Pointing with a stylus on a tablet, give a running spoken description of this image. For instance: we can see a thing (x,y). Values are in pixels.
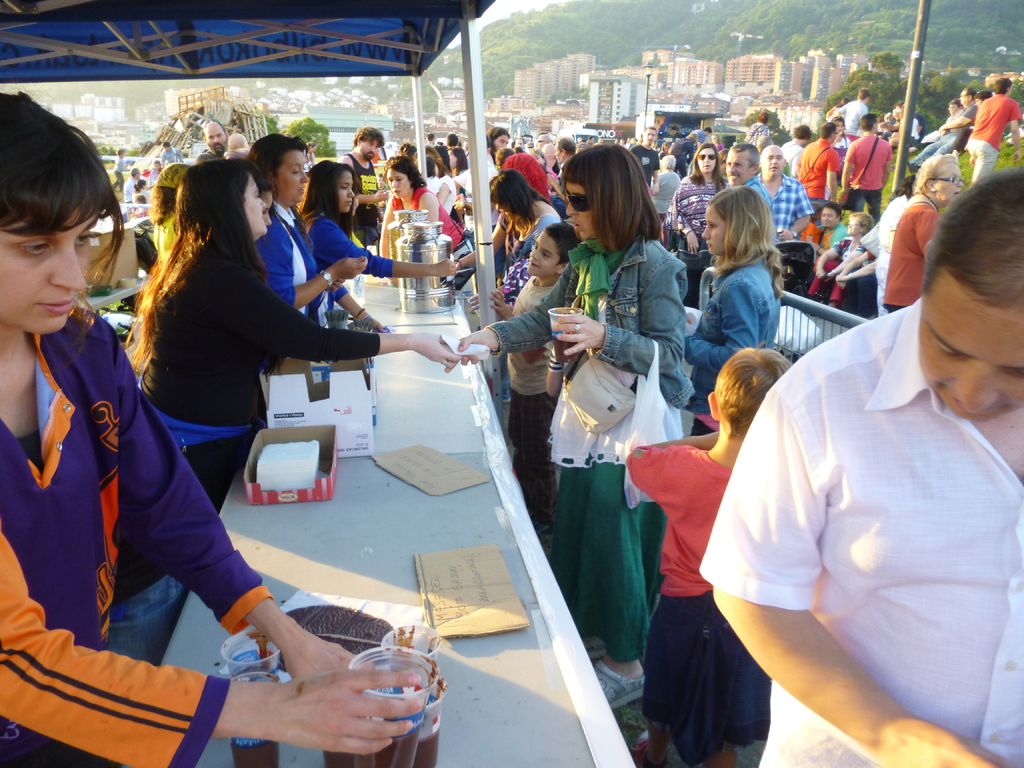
In this picture we can see trees (934,85), buildings (611,74), people (655,270), railing (831,335), objects (391,238), poles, beams (172,36) and stalls (426,398). On the left side of the picture (267,578) on a platform (507,545) we can see boards (480,598) with some information (480,598). We can see boxes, liquids (400,750) in the glasses (408,764).
